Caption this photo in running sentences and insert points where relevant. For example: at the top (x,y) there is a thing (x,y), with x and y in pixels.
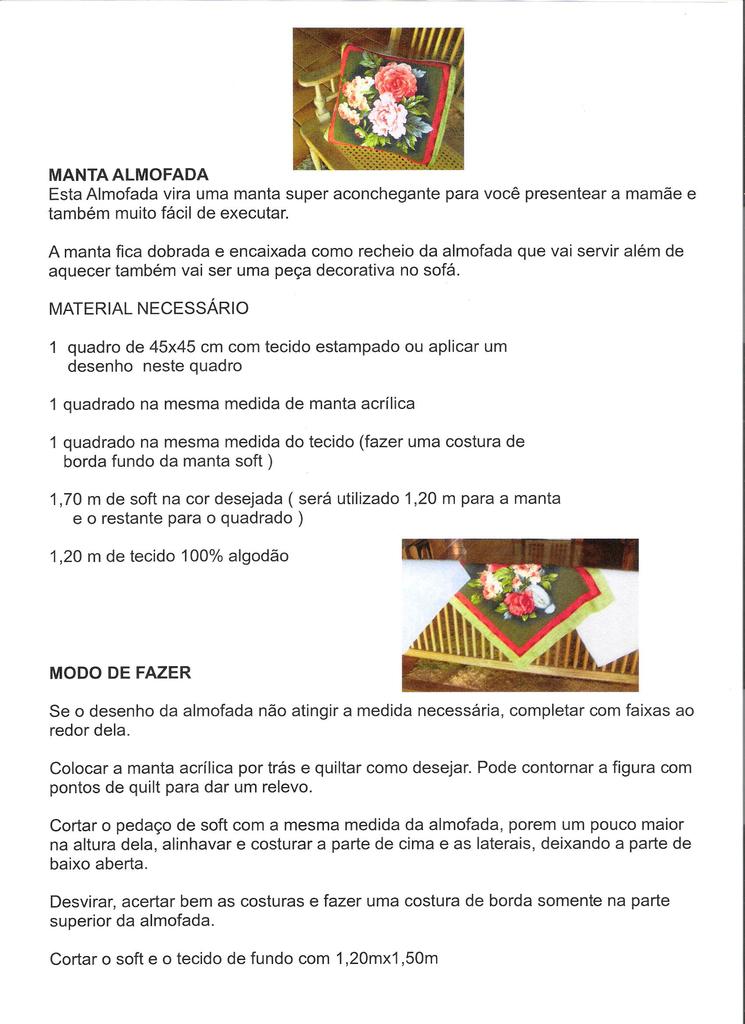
This is page (285,791), on this page (285,527) we can see pillow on chair (318,112) and we can see clothes (436,604) and information (169,210).
